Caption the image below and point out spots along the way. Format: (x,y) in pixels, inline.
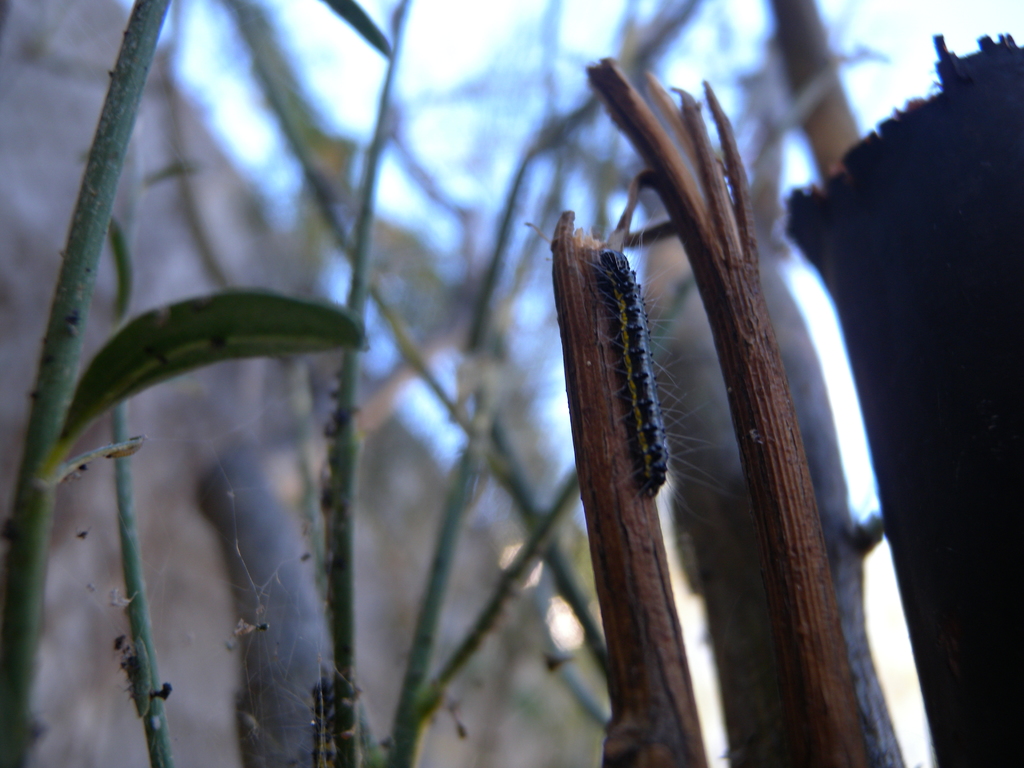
There is a caterpillar (632,388) on the branch (586,457) of a tree (654,750), near another branch (779,510) of a tree (721,303). In the background (872,526), there are plants (438,557), there is a wood (975,245) and there is sky (406,60).
